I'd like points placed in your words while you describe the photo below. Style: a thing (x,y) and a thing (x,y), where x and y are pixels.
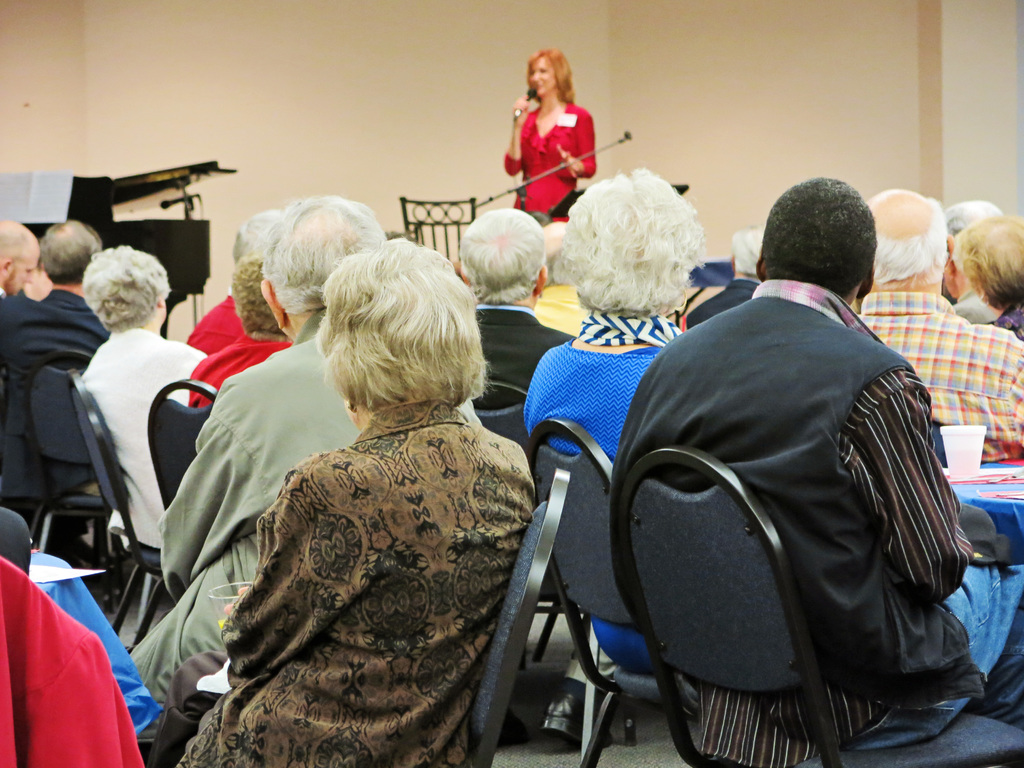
In this picture we can see a group of people (918,266) sitting on chairs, glass (949,470), piano (146,222), stand (513,189) and a woman (542,194) holding a mic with her hand (525,116) and standing and in the background (342,94) we can see the wall (390,78).
